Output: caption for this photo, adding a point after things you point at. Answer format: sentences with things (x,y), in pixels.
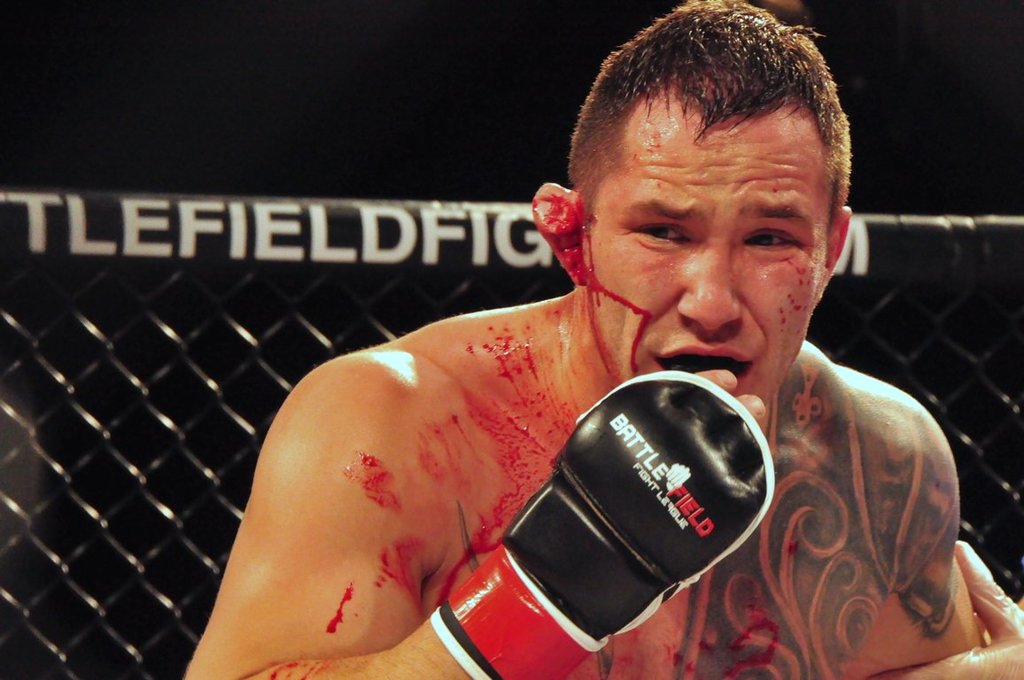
In this image I can see a person (496,474) bleeding and wearing black, red and white colored glove (603,540). I can see the black colored metal fence (165,417) and the dark background (450,135).
